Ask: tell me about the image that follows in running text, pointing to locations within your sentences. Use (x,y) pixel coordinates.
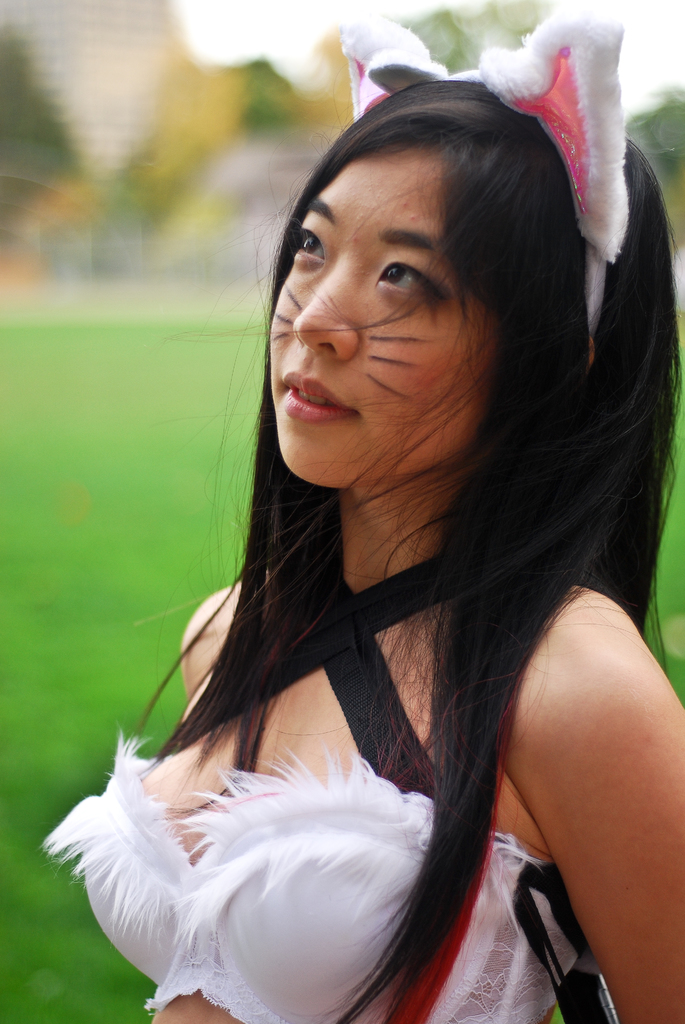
As we can see in the image in the front (529,563) there is a woman (510,537) wearing white color dress (344,936) and there is grass (129,551). The background (48,110) is blurred. At the top (289,10) there is sky (279,11).
